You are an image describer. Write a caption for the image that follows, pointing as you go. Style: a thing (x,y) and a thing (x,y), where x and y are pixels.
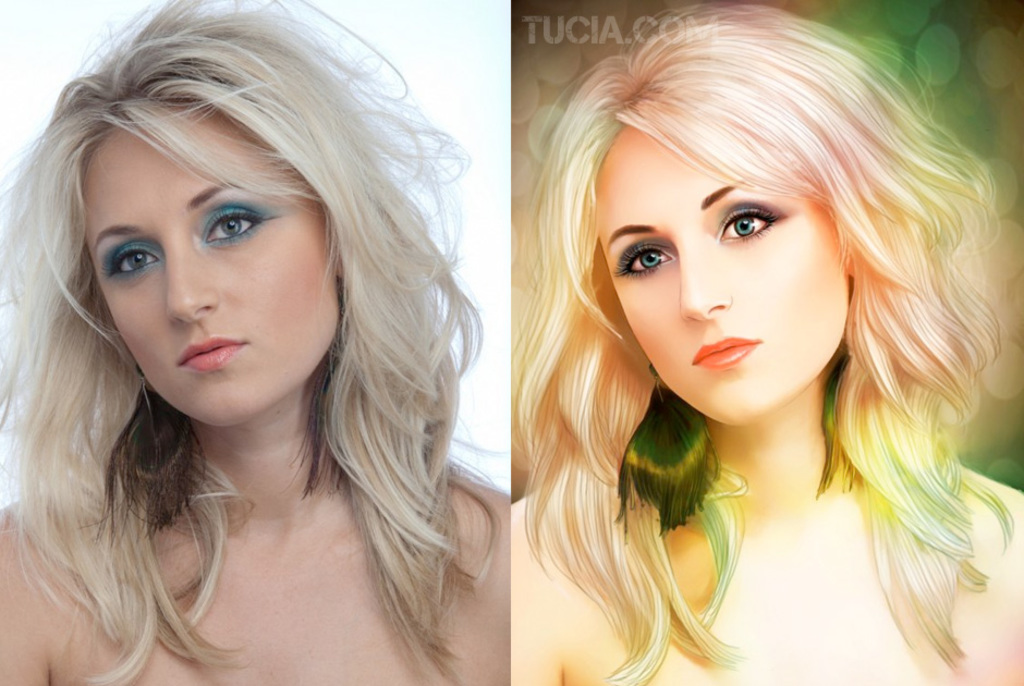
It is a collage picture. In the image a woman (266,51) is standing and watching. Bottom right side of the image (965,597) shows a graphical image (573,667).
